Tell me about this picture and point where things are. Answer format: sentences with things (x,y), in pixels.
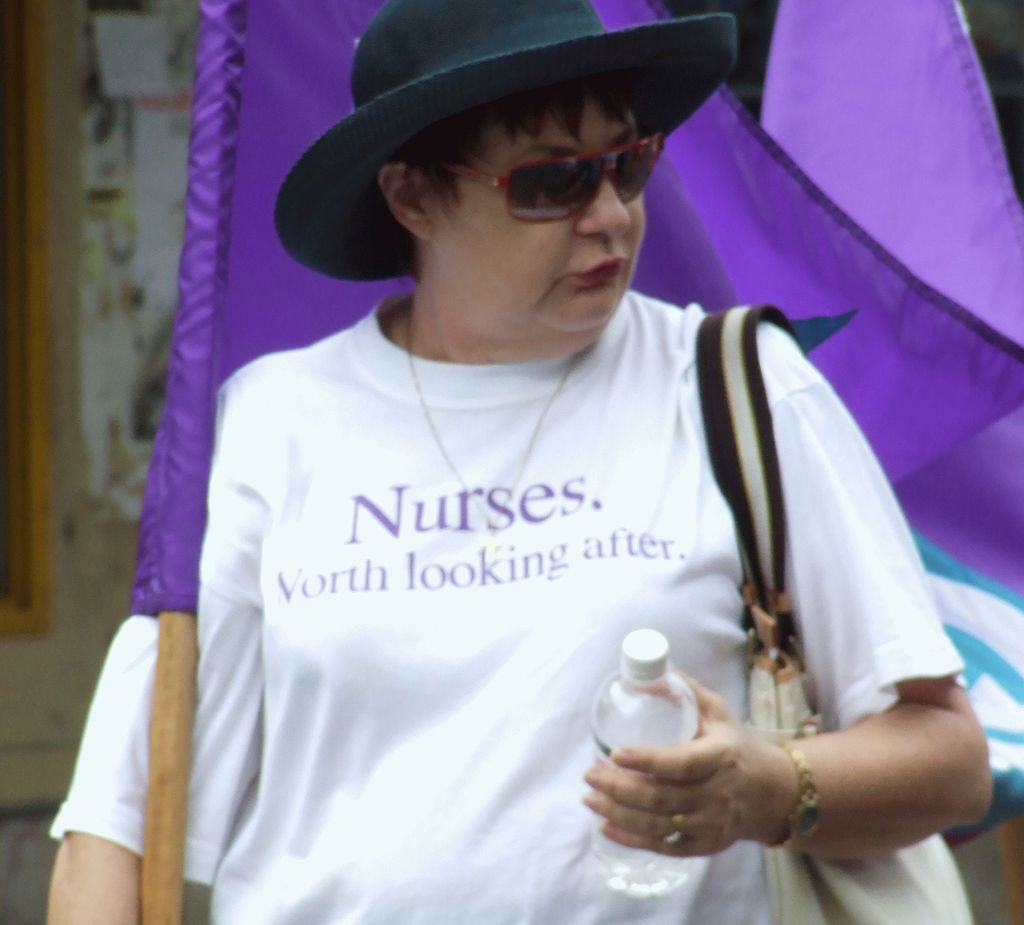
This picture shows a woman (498,713) holding a water bottle (619,719), wearing a spectacles (543,180) and a hat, walking with a flag (176,578) in her hand (624,832).
